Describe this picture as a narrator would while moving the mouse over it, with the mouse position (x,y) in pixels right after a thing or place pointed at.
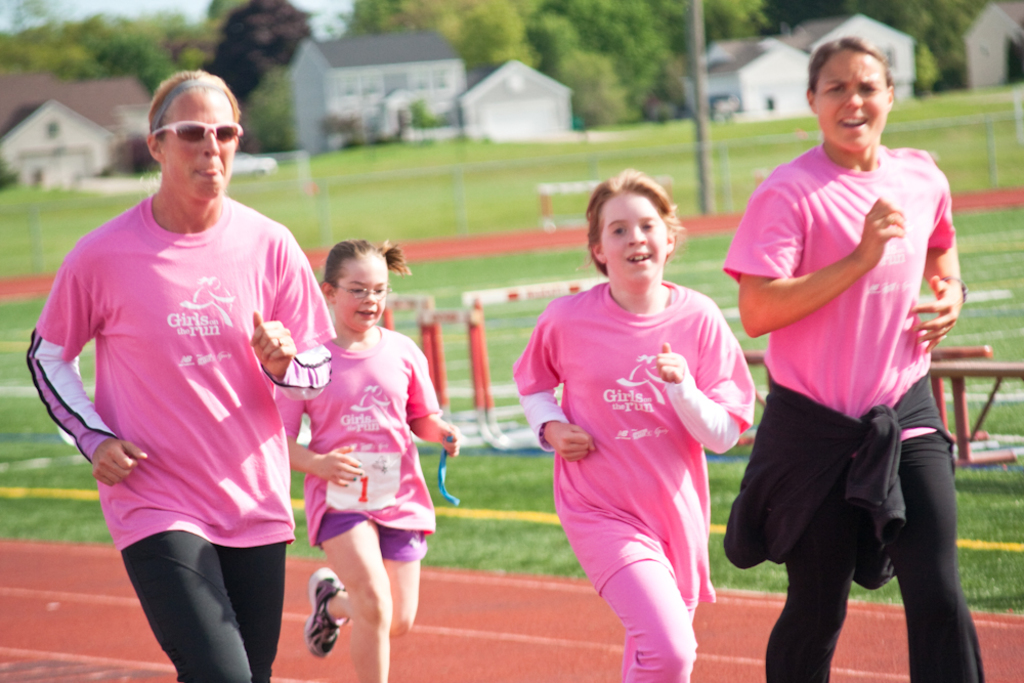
In this image I can see group of people (293,404) running. In front (147,351) the person (129,441) is wearing pink and black color. In the background (362,95) I can see few poles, houses (306,58) in white and brown color, trees (389,19) in green color and the sky (321,12) is in white color.
